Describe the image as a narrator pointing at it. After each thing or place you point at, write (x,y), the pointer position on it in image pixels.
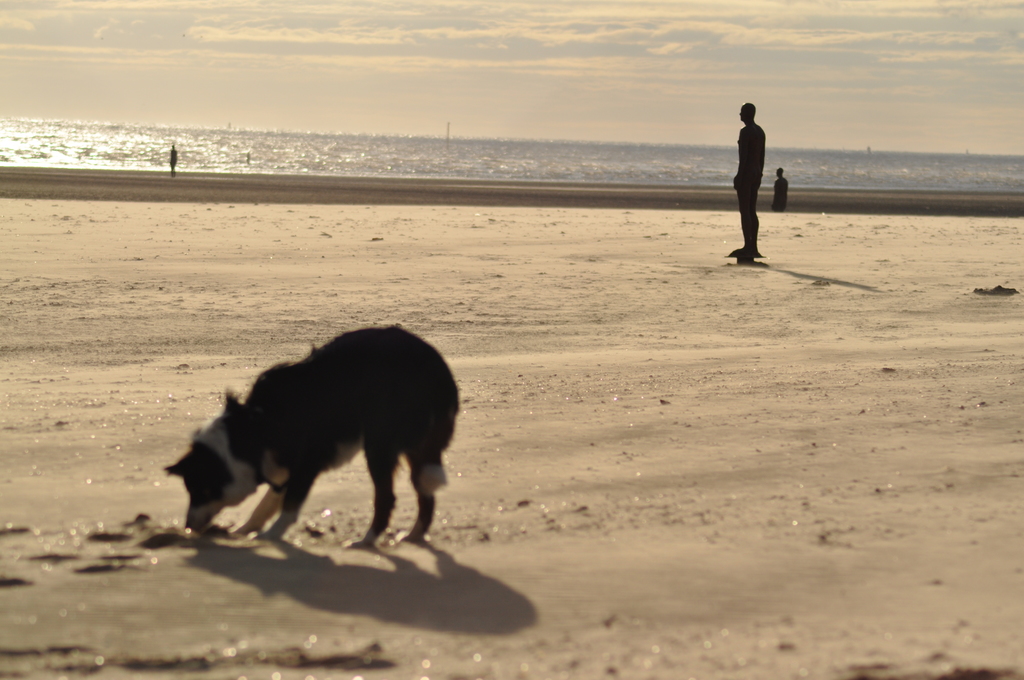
In this image I can see the ground (640,503), a dog (402,421) and few persons (747,194) standing on the ground (330,220). In the background (339,175) I can see the water (348,156) and the sky (541,93).
